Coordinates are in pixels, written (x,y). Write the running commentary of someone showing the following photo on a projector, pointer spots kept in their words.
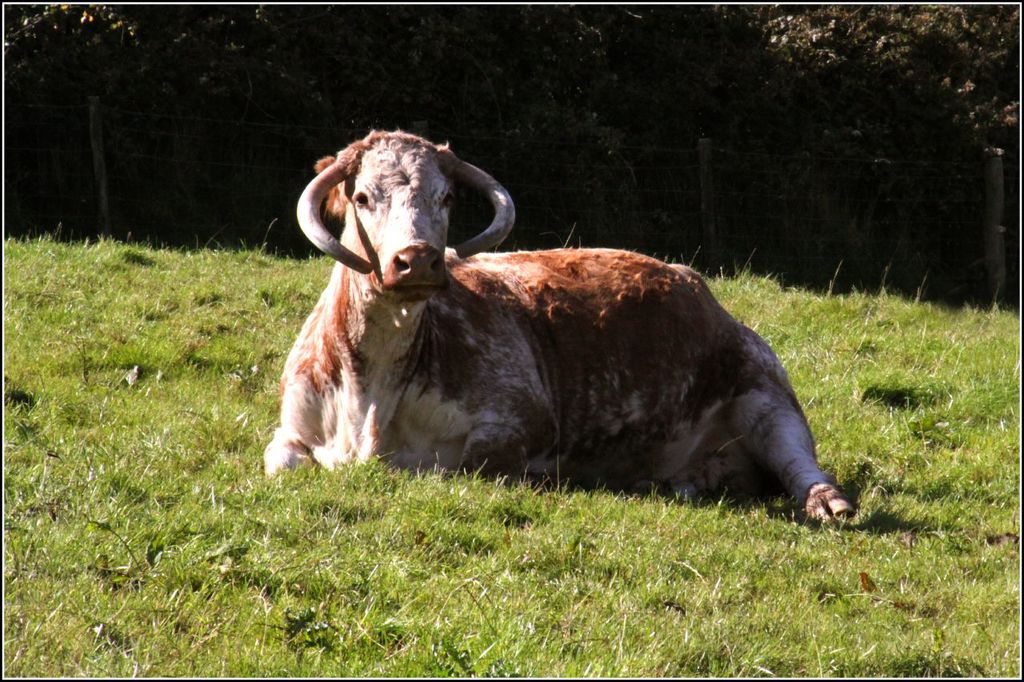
In the center of the image (452,307) we can see an animal (401,320). In the background of the image (822,374) we can see the grass (507,527). At the top of the image (291,60) we can see the fencing (903,187) and trees (903,187).
